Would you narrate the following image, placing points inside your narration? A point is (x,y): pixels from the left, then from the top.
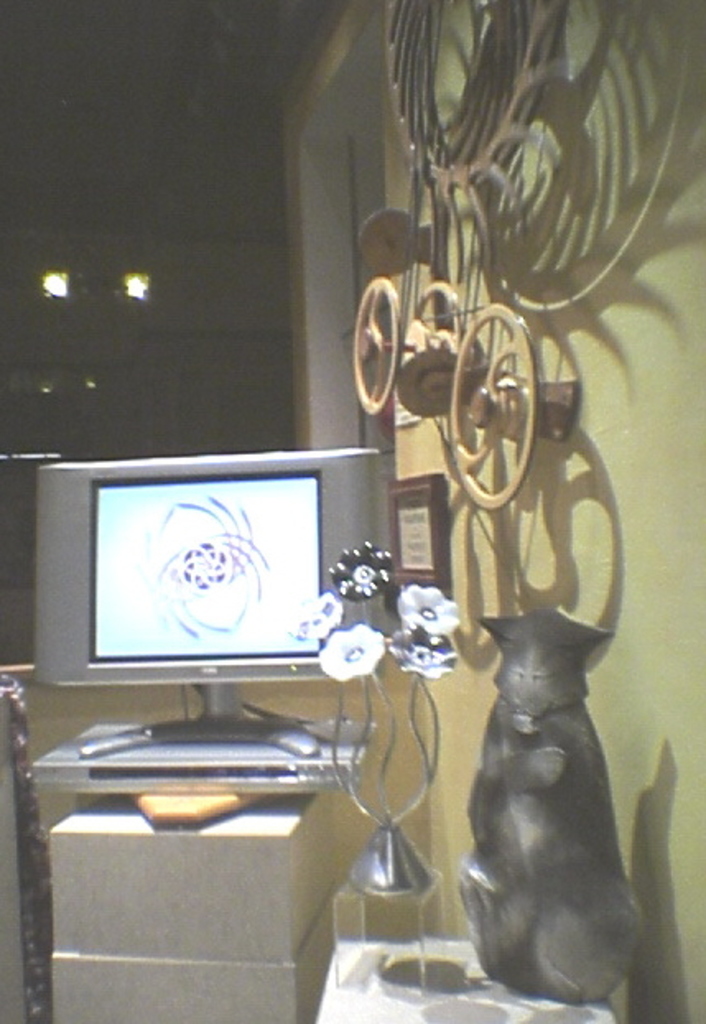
On the right side (600,450) there is a wall (616,507). On the wall (510,510) there is a photo frame (394,513) and some decorative item (488,246). Near to that there is a table (439,1002). On that there is a toy (533,805) and a decorative item (377,884). Also there is a television (193,677) and an electronic device (177,774) on a block (163,889). In the back (128,275) there are lights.
